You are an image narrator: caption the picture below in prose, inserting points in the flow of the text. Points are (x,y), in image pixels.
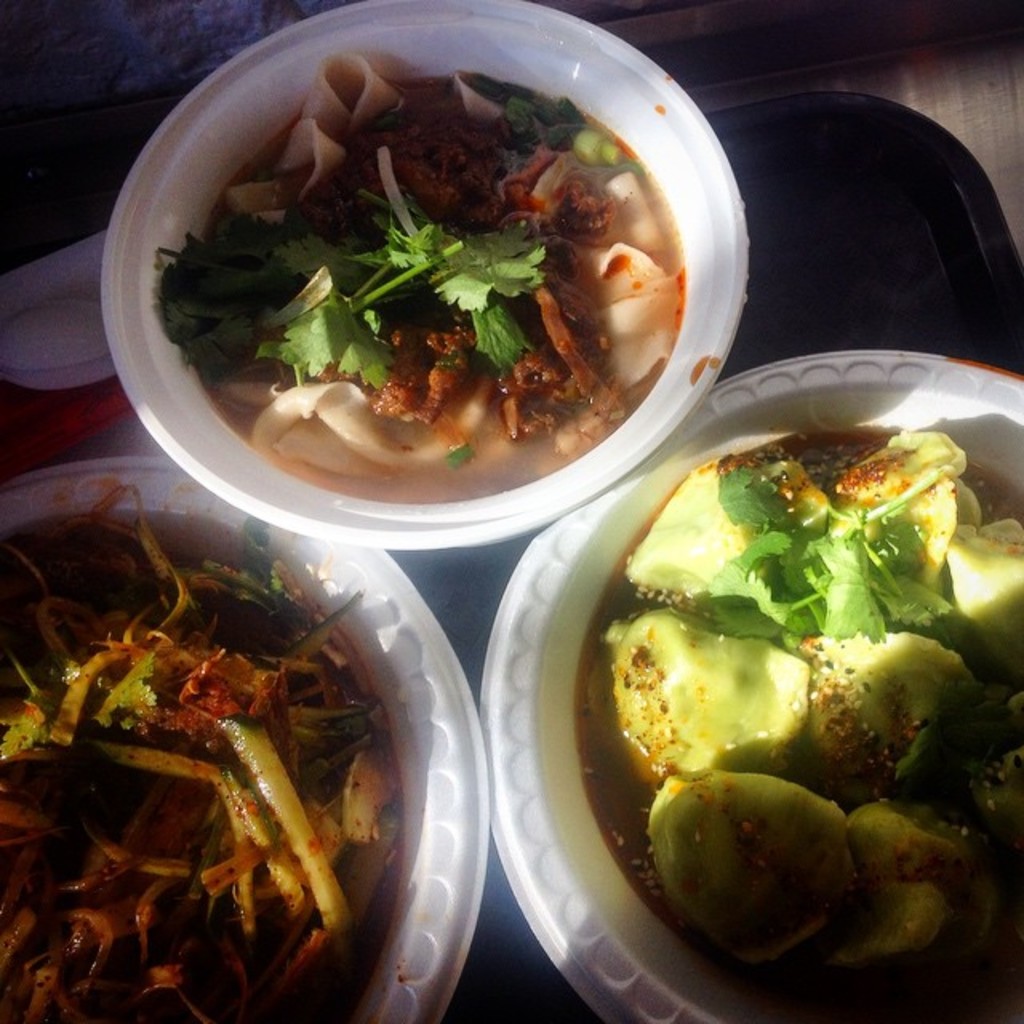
In this image we can see serving plates (440,863) which consists of food (616,785) in them and are placed on a tray (733,132).
